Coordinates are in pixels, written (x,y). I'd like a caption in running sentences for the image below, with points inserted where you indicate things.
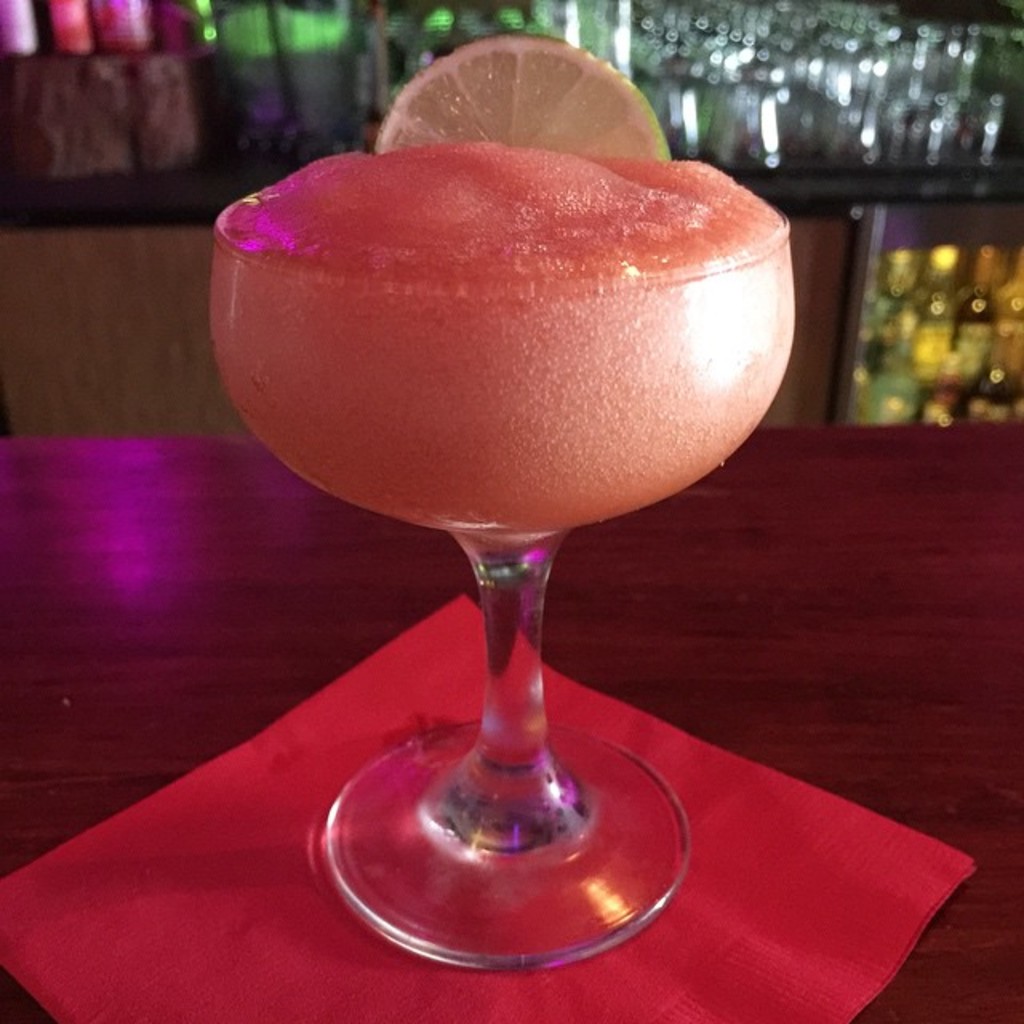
In this image there is a juice (496,204) and a slice of a lemon (438,75) in a glass (558,491) which was placed on the table (863,574). In the background of the image (177,263) there are bottles (57,43), glasses (780,61) in a wooden cupboard (875,282).
